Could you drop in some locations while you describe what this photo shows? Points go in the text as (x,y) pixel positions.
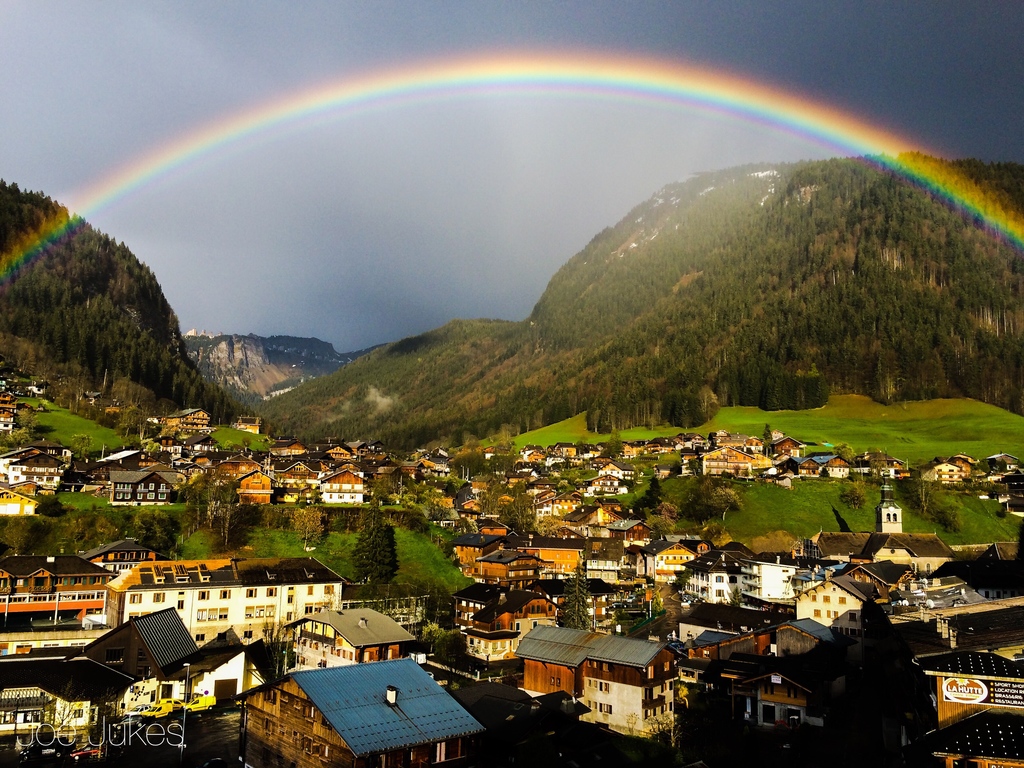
At the bottom of the image (759,582) we can see houses (352,464), trees (212,528) and grass (292,540). In the background (439,383) we can see rainbow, hills (39,309), sky (414,306) and clouds (312,60).
